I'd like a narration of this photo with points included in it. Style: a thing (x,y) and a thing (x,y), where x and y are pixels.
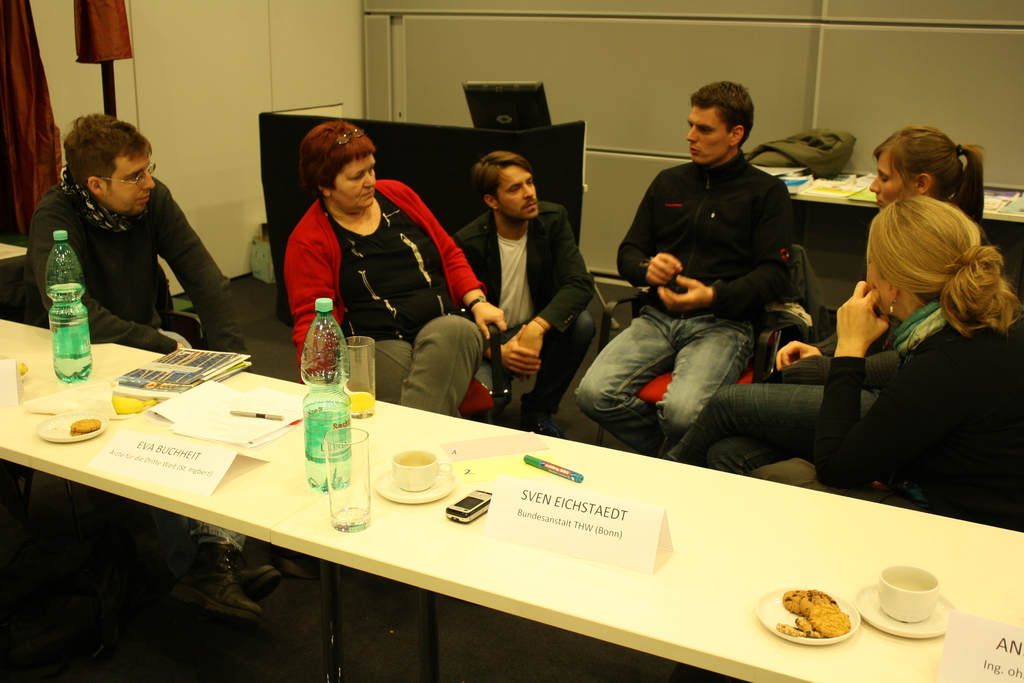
this picture shows a group of people (354,182) seated on the chairs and we see water bottle (342,372), glasses (342,500), tea cups (401,466) on the table (943,641) and we see a monitor (537,98) on the back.
